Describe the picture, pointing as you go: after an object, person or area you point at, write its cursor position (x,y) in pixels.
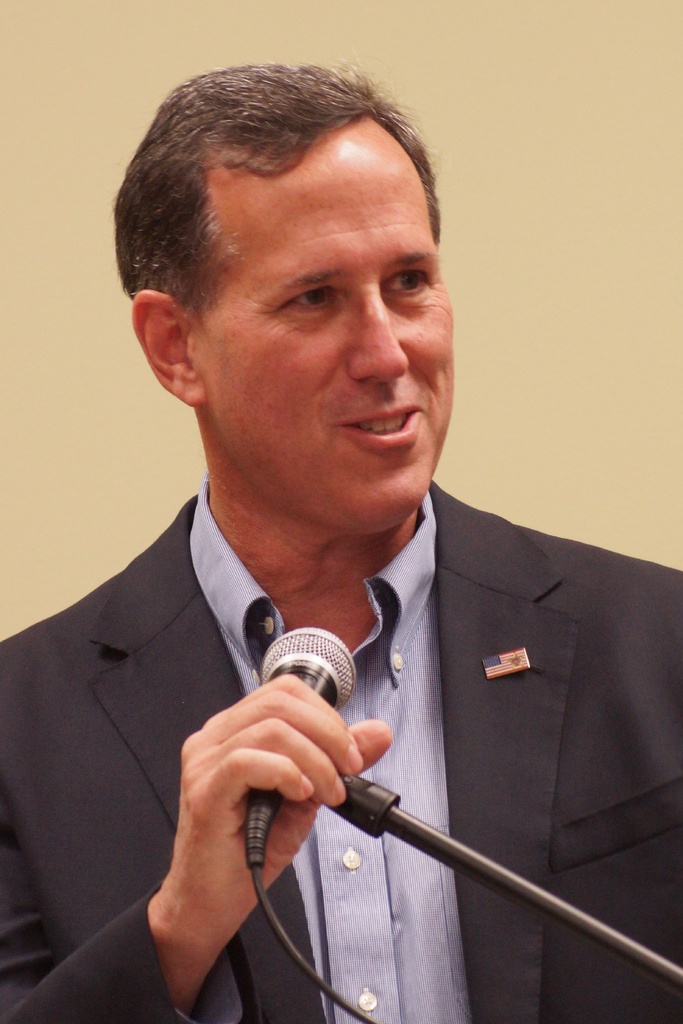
In this picture we can see man (389,662) wore blazer (149,683) holding mic (315,687) with his hand (274,683) and smiling.
